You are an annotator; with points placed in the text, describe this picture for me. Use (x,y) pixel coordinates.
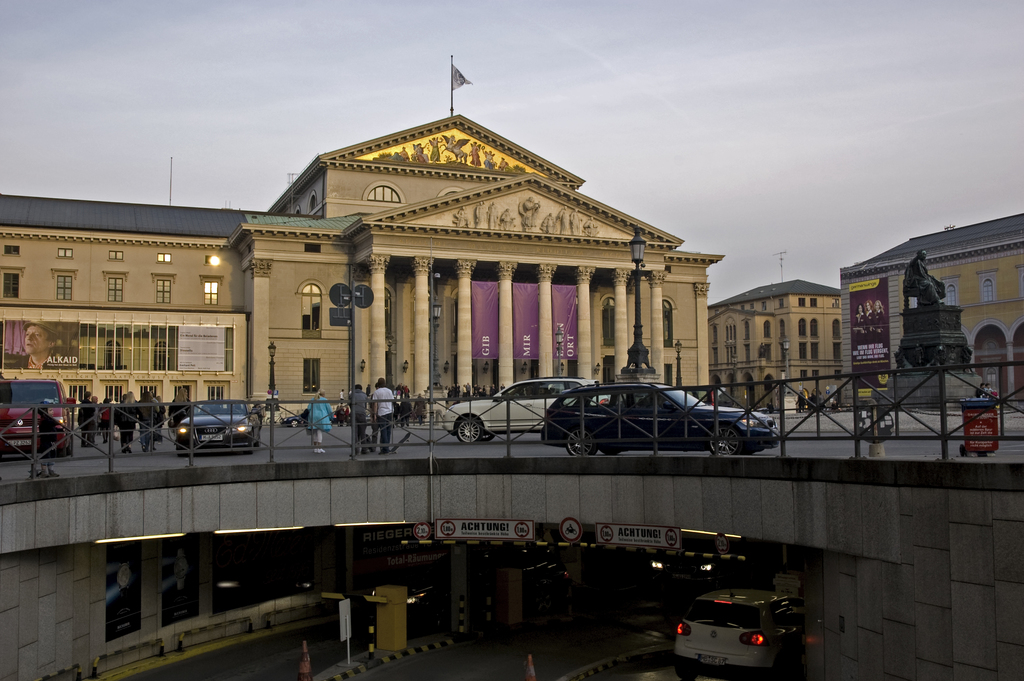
In the middle of the picture (357,398), we see people (391,418) standing and the cars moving on the bridge (716,498). We even see street lights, poles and boards (581,530). Under the bridge (540,522), we see the white car (697,616) moving on the road (606,648). Behind the cars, we see buildings (378,334). At the top of the building (328,342), we see a flag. On the right side of the picture (927,356), we see the statue (948,313) of the man (920,266) sitting. At the top of the picture (490,111), we see the sky (528,113).
